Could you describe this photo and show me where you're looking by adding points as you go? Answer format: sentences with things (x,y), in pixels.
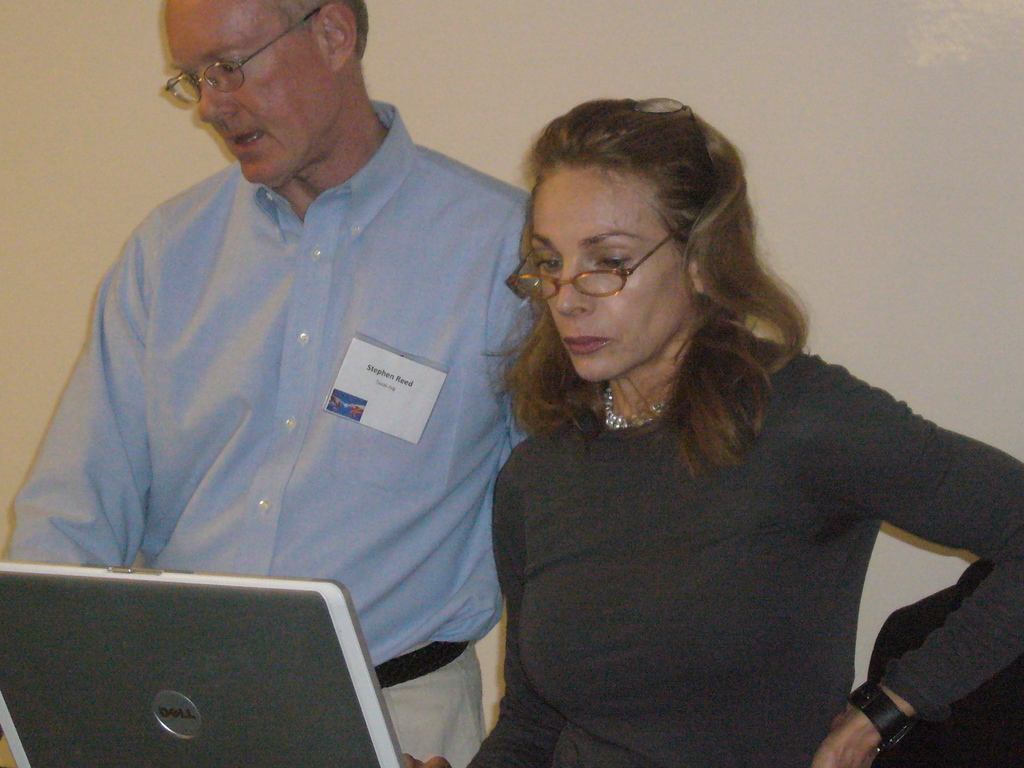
In the image there is a lady (646,570) with spectacles (594,276) is standing. In front of her there is a laptop (324,656). Beside her there is a man (230,185) with spectacles (244,78) is standing and there is a name card (360,392) on the shirt (316,414). Behind them there is a wall (989,188).
